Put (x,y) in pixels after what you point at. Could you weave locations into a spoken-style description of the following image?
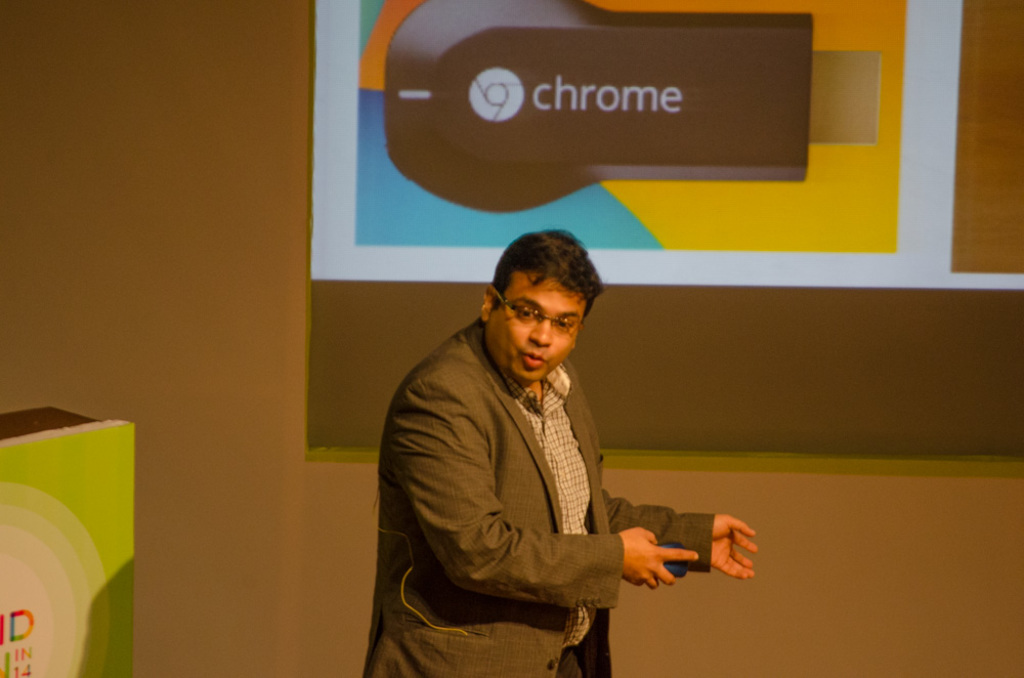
There is one man (528,499) standing and wearing a blazer (494,527) at the bottom of this image (500,469) and there is a wall (316,473) in the background (204,455). We can see a screen (613,268) at the top of this image (661,167).
